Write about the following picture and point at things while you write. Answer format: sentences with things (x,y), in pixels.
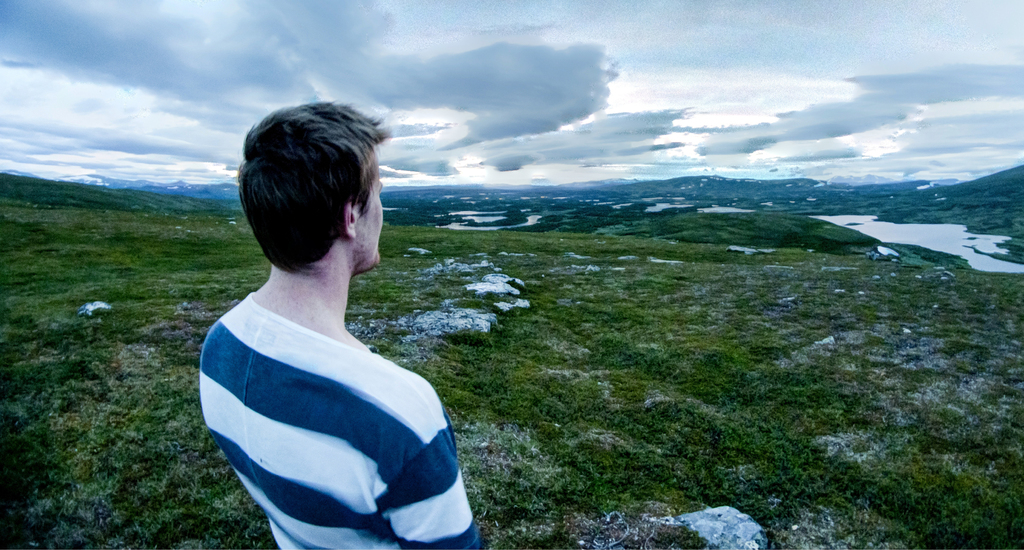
In the center of the image (359,257) we can see man (384,485). In the background (525,215) we can see grass (773,341), trees (766,241), water (944,226), sky (727,86) and clouds (502,106).
